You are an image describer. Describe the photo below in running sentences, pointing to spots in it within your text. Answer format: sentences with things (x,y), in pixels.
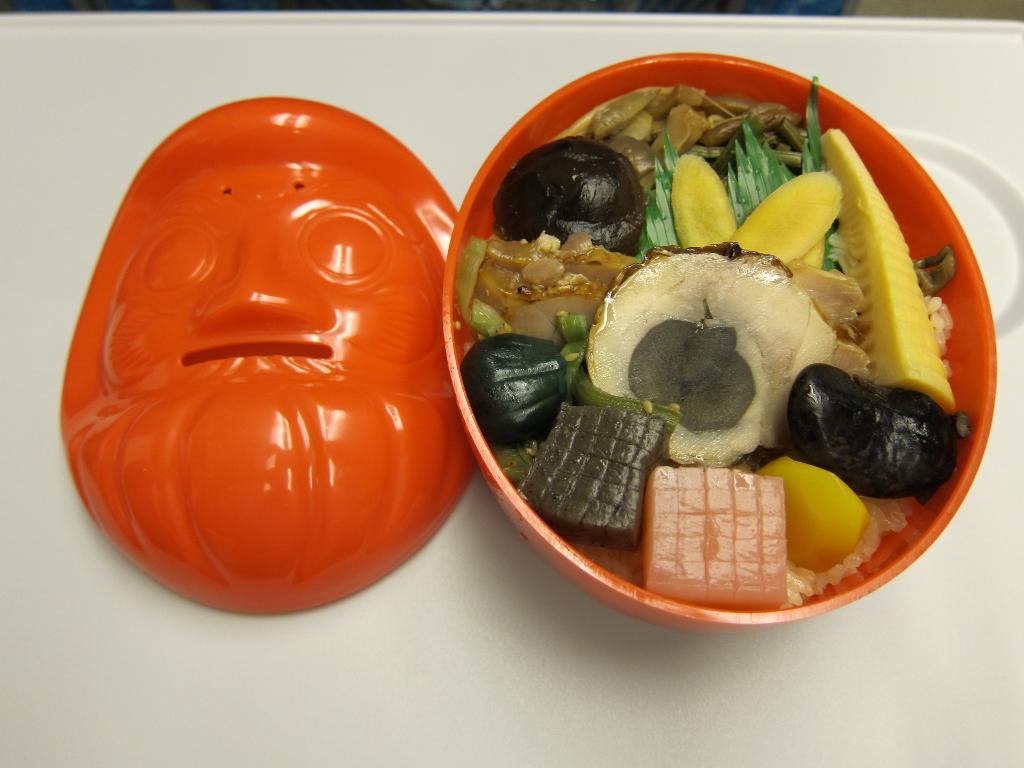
This image consists of a bowl (469,338) in orange color. In which there are some eatables (689,492) kept. On the left (307,428), we can see a lid (268,459). These are kept on a table (45,462) which is in white color.
